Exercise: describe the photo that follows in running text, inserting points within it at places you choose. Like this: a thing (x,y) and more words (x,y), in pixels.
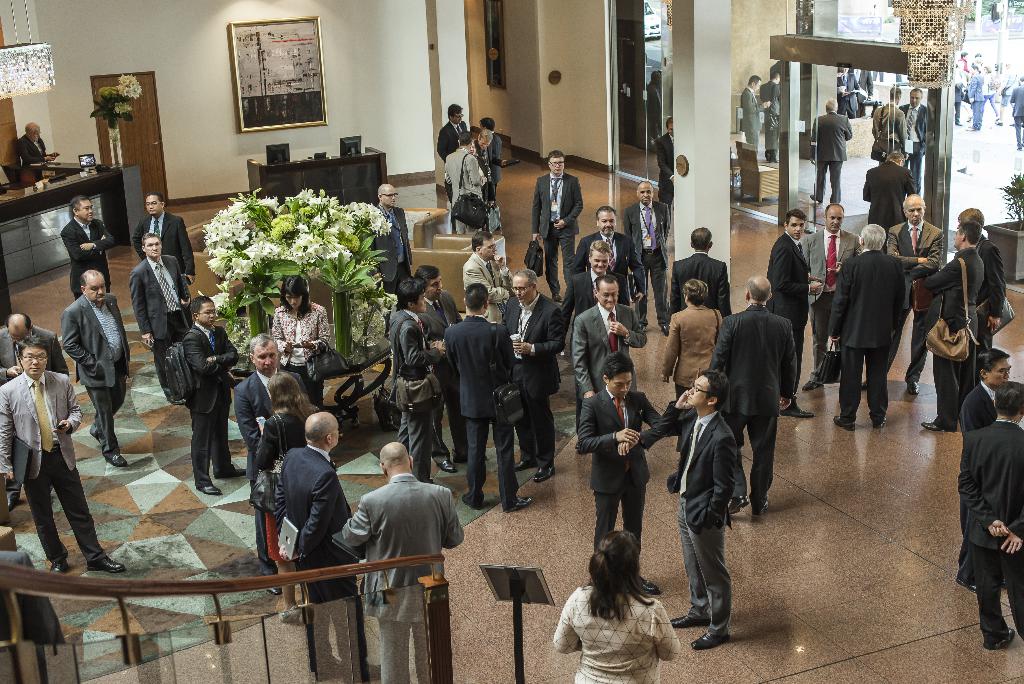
In the image we can see there are many people (683,427) standing and some of them are walking. They are wearing clothes (698,558), shoes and some of them are wearing spectacles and carrying bag (964,354). Here we can see the floor (807,423), flower pots (259,249) and a door (779,159) which is made up of glass (964,163). We can even see the desk (284,190) and on the desk (311,172), we can see there are systems (343,152). Here we can see frame (309,66) stick to the wall (215,102) and the chandelier (922,60).
